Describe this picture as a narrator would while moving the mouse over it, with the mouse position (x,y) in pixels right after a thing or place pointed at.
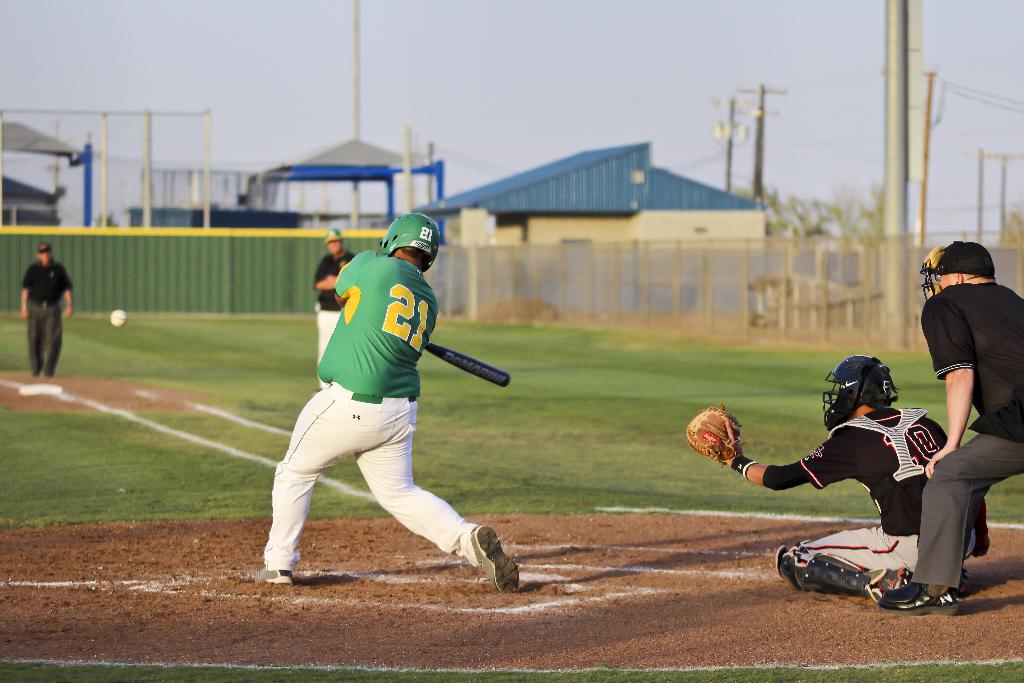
In this picture we can see five people (378,460) on the ground (165,408), ball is in the air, grass (581,391), bat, helmets (402,240), wall (123,239), fence (753,248), trees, sheds (36,207), some objects (407,141) and in the background (310,71) we can see the sky (310,71).
